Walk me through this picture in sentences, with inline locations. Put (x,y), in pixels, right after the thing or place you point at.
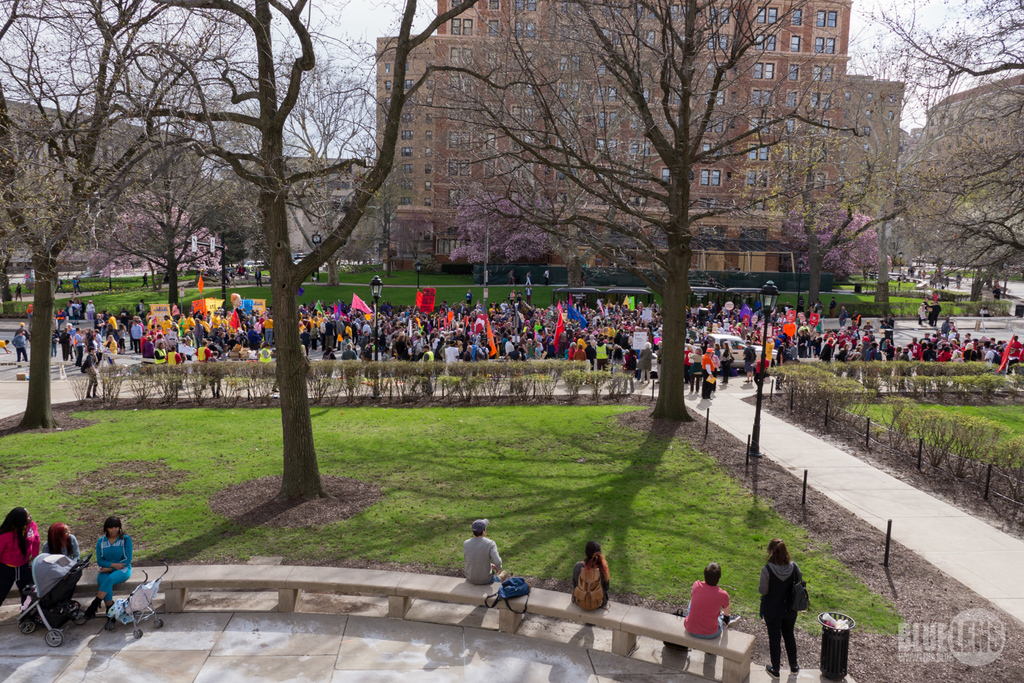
In this image there is a garden (677,454), in that garden (907,435) there are trees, in front of the garden (138,558) there is a bench (264,581) on that bench (317,580) there are people (700,618) sitting and a person (792,644) standing beside the dustbin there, in the background (879,318) there is a road (488,338) on that road (652,338) there are people (891,327) walking and there are light poles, buildings (472,179) and the sky (857,32).
